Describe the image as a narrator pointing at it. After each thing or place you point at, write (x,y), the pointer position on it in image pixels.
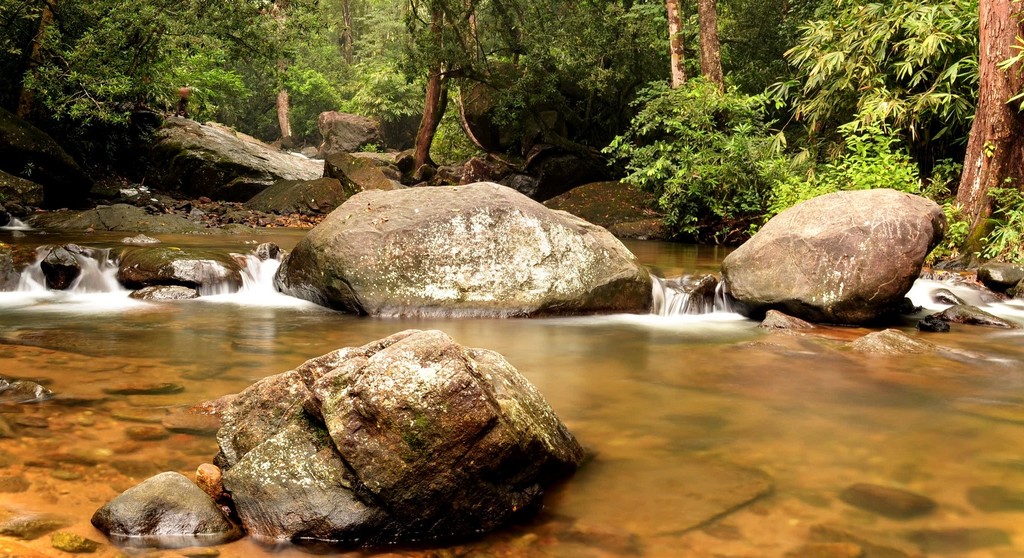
At the bottom of the image (593,377) I can see a river (116,383) and there are some stones (390,277) in the water (150,391). In the background (589,49), I can see many trees (762,127) and rocks (494,127).
